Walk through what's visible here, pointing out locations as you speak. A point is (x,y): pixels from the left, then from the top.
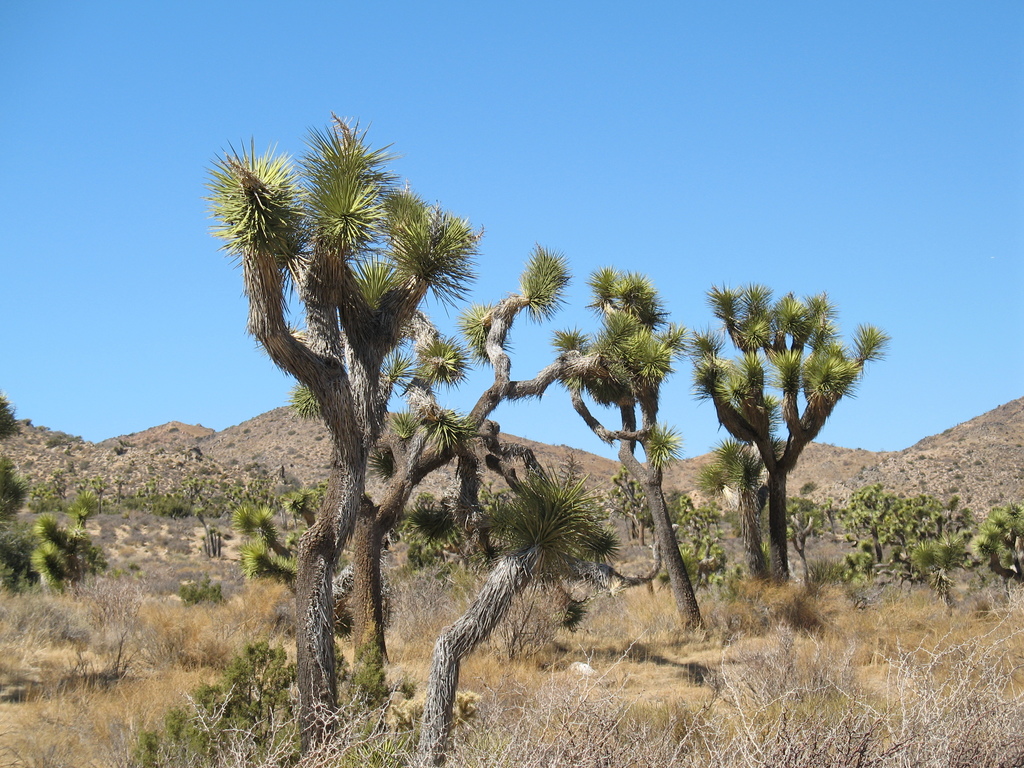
In this image we can see a group of trees (692,615), plants (969,629). In the background (1023,475), we can see mountains (1007,430) and the sky (497,147).
